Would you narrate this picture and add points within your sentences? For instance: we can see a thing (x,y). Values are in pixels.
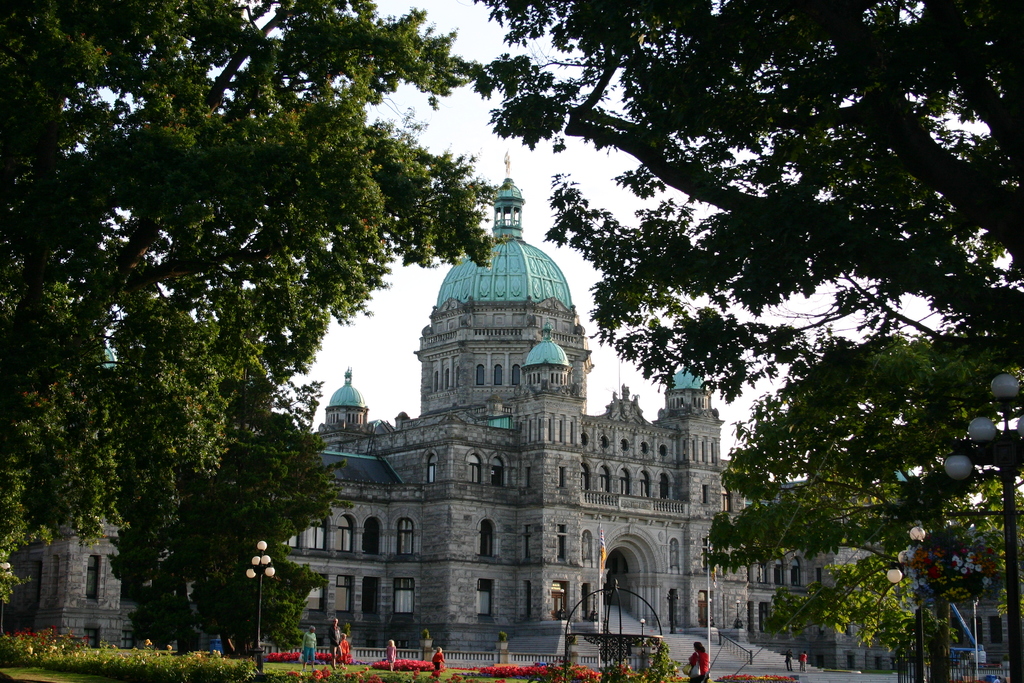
In this image I can see number of trees (216,356), a building (491,517), stairs (731,641), plants (336,679), flowers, few poles (674,605), a flag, few lights (254,564) and I can see number of people (696,662) are standing. I can also see few more lights (1001,386) and few more poles (1009,525) over here.
